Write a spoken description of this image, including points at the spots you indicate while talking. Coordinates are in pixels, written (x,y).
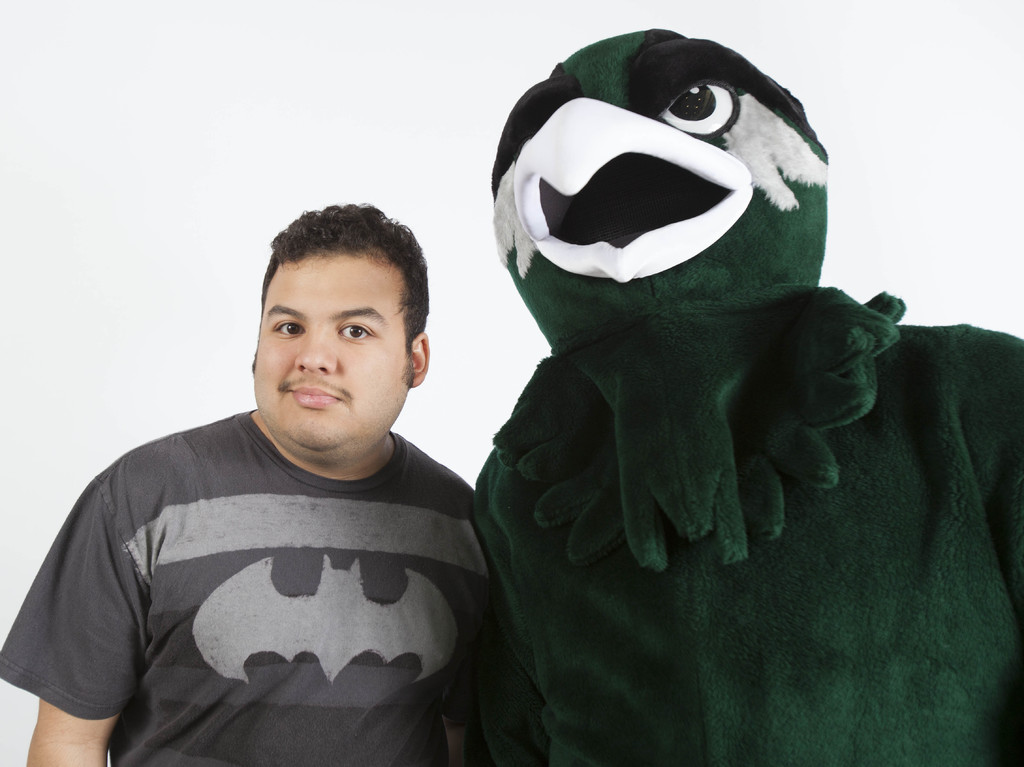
In this image there is one person (579,495) standing on the right side (699,537) is wearing a costume of a bird (689,420), and there is one another person (286,518) standing on the left side (300,566) to this person (643,476).
